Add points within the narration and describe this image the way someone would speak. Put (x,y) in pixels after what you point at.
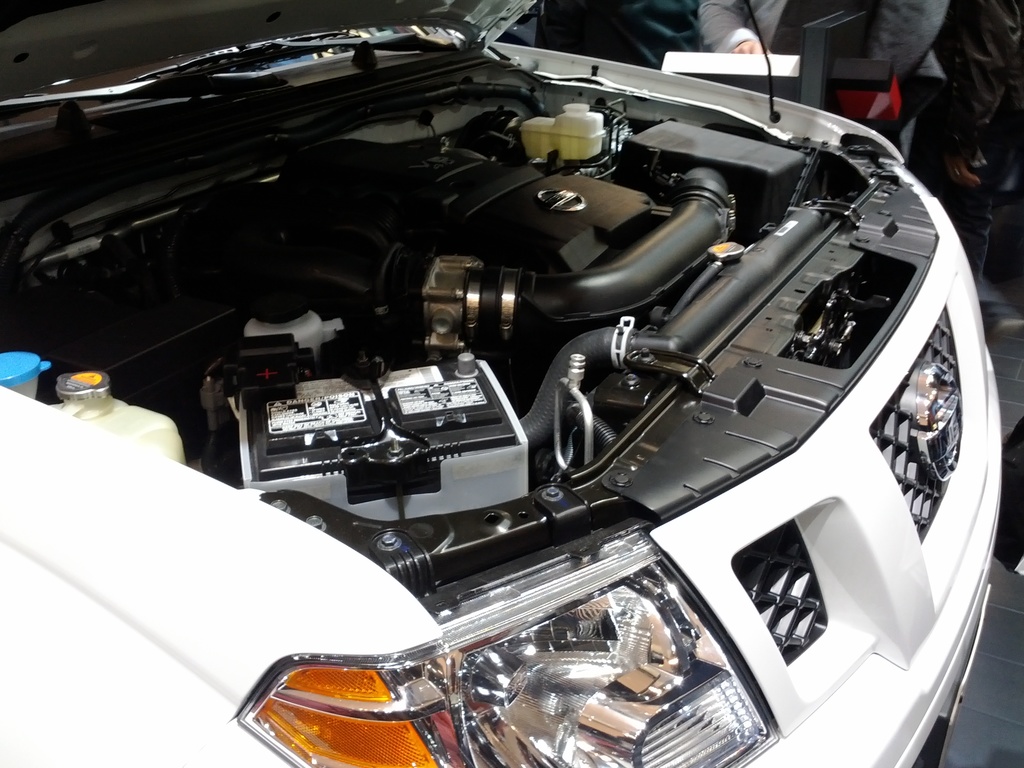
In this picture I can observe an engine (473,214) of a car (410,416). This engine (597,307) is in black color and the car (211,433) is in white color.
